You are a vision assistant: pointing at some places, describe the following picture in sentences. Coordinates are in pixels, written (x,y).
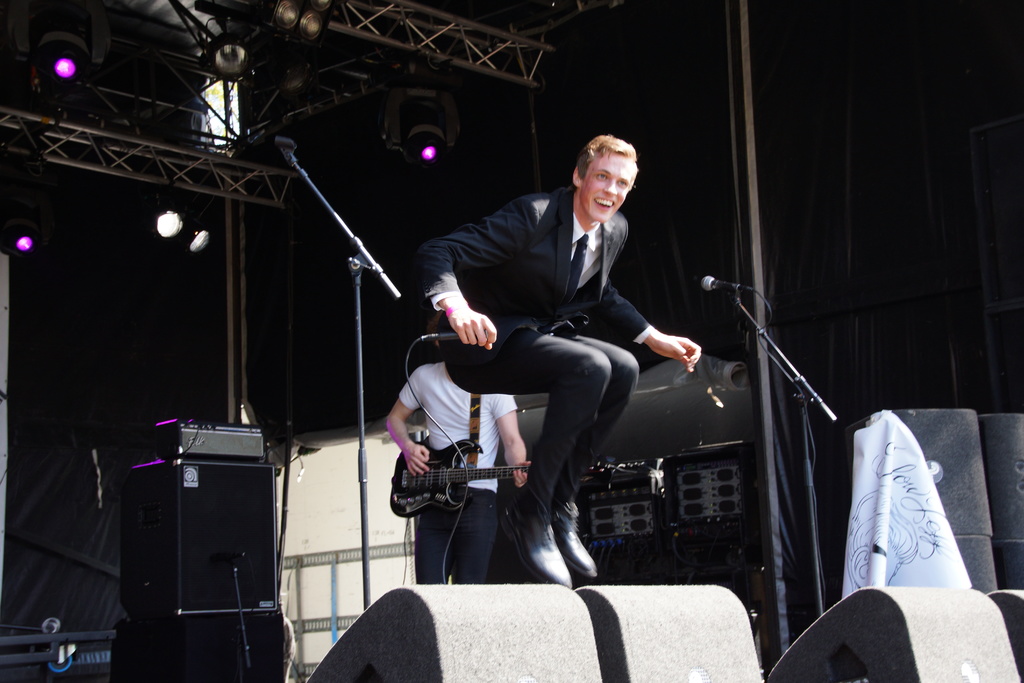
This picture shows a man (464,373) jumping holding a microphone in his hand (464,323) and we see a man (413,454) playing guitar (410,516) on his back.
